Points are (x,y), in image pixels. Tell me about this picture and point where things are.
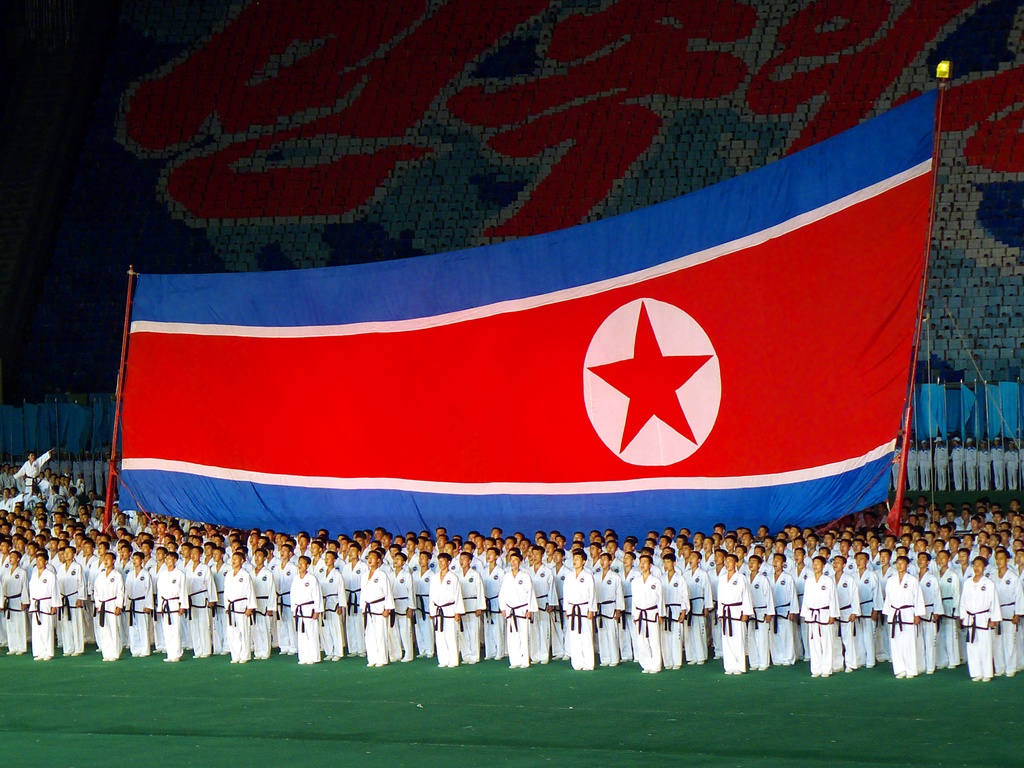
People (940,587) are standing wearing karate uniform (710,615). There is a huge flag (585,345) at the back (263,441) which is blue and red in color.
